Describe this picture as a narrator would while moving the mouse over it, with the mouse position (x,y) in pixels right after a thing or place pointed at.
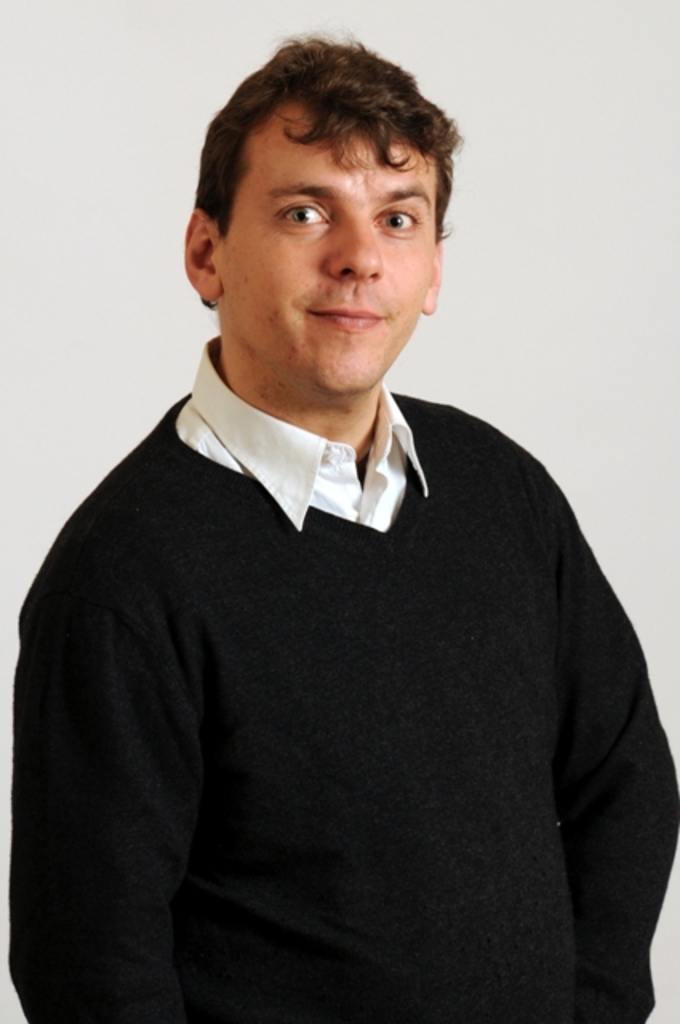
In this image there is a person (356,616) standing and smiling.
